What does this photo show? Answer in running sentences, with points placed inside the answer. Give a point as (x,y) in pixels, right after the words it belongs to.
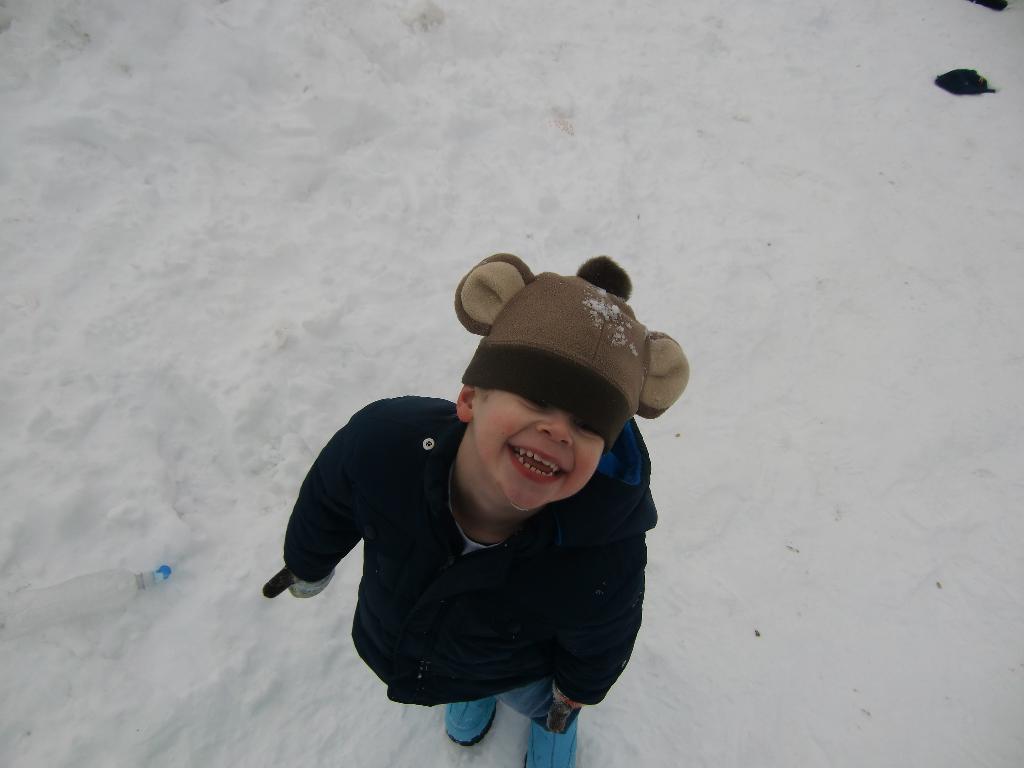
In this picture I can see a kid (353,501) standing on the snow (625,83) and there are some objects (977,88).
